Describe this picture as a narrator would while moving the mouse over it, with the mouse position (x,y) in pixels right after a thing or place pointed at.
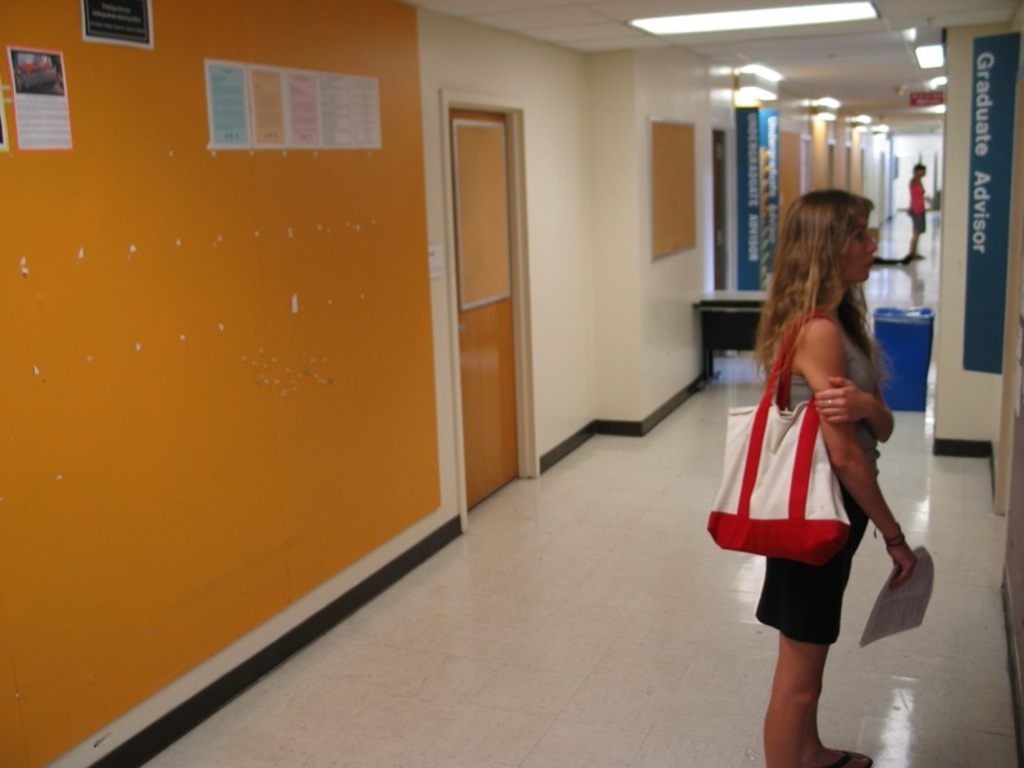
A woman (834,563) wearing a red and white bag (781,499) is holding a paper (906,588) and standing. And there is a wall (237,248) with many notices (235,123). Also there is a door (481,289). There are some banners (761,191) kept on the wall (790,118). There are light (769,77) on the ceiling (811,87).
